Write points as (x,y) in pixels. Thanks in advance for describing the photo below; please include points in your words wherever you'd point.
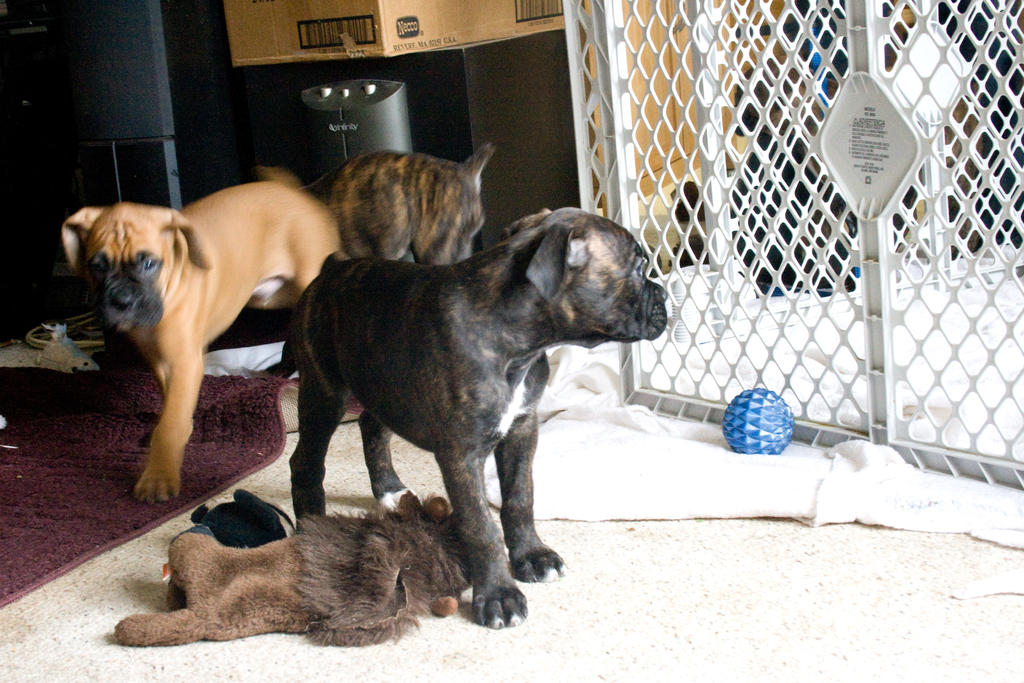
In this image I can see few dogs (369,356) and colour of these dogs (203,349) are black, brown and cream. I can also see a maroon colour floor mattress (193,432), a brown colour soft toy (282,552), a blue ball (790,421), few white colour clothes (714,473), a box (361,31) and few other stuffs (293,117) in the background (63,129).
